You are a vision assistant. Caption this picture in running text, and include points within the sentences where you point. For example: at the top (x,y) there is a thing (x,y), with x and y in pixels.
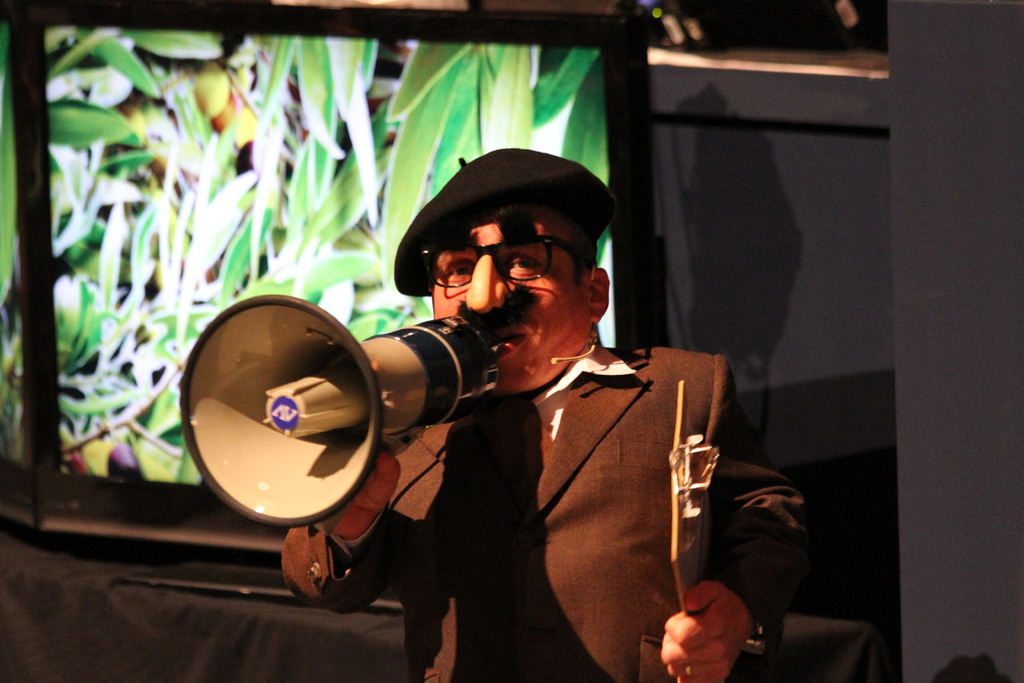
In this image there is man (503,422) standing and talking, he is holding an object (311,366), there is a table (176,625) towards the bottom of the image (252,643), there is a cloth (149,631) on the table (167,627), there is an object (230,584) on the cloth (232,597), there is a screen (140,446) towards the left of the image (144,252), there are plants (167,183) in the screen (188,172), there is the wall (882,239) towards the right of the image (879,257), there are objects (677,37) towards the top of the image (854,18).
